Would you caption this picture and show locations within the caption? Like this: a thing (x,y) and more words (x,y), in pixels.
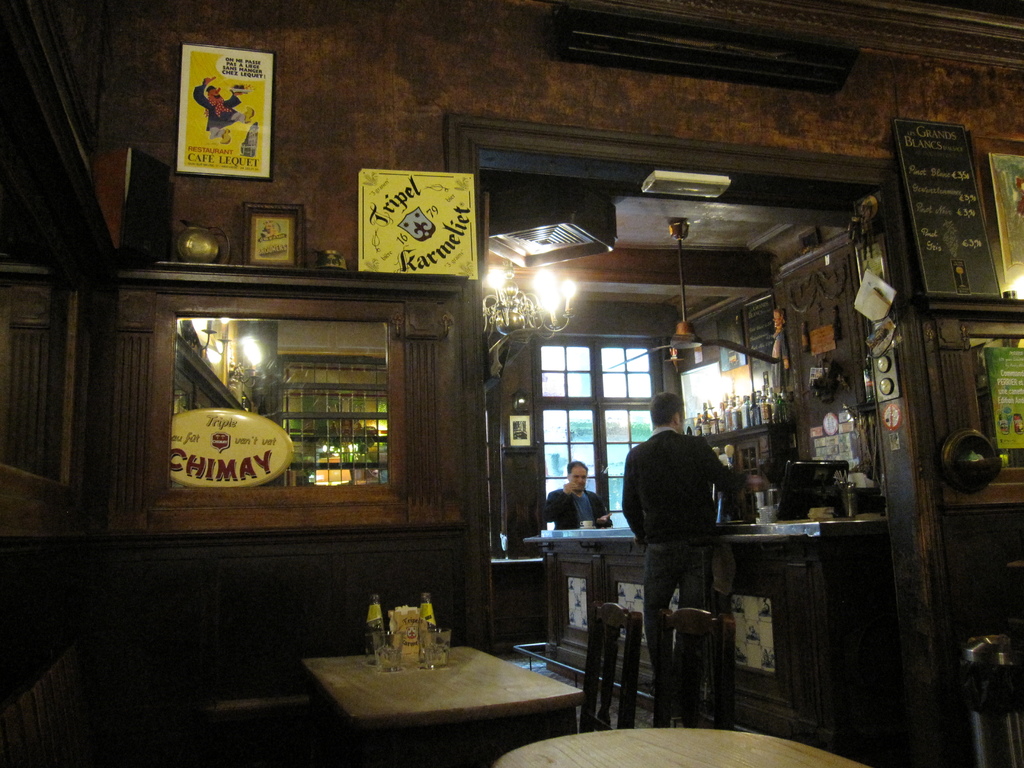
A picture inside of a room (910,402). These 2 persons (677,481) are standing. A mirror (304,401) on wall (381,152). A pictures (281,223) on wall (329,206). On this rack (732,438) there are things (745,419). We can able to see chairs (638,663) and tables (384,687), on this table (417,670) there are bottles (376,615) and glasses (426,654).
